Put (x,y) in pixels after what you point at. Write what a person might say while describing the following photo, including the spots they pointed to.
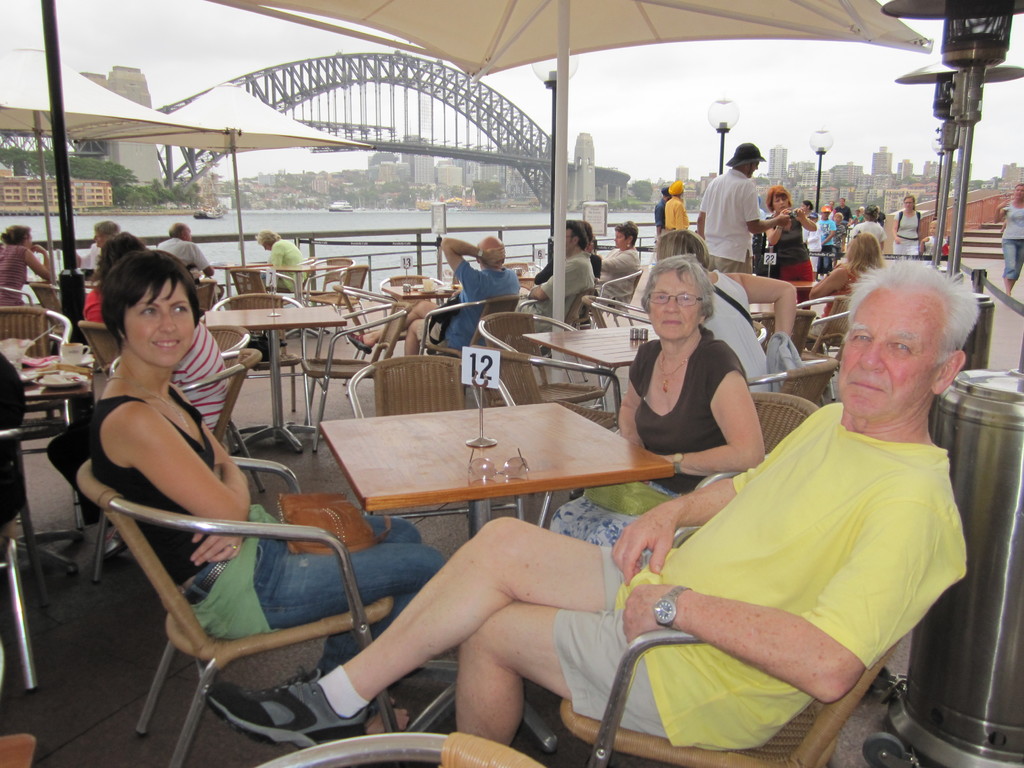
There is a person (842,382) in the image sitting on a chair (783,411) wearing watch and shoes (305,735) and there are two women (125,296) sitting beside to this person (903,282). There are chairs (355,625) and tables (618,463). Few group of people (744,180) are standing at right side (810,227). There are few buildings (899,163) and trees (641,193) at the backside of the image (627,200). Water (489,224) is present in middle of the image (381,272), sky (916,116) at the top of the image (74,14).
